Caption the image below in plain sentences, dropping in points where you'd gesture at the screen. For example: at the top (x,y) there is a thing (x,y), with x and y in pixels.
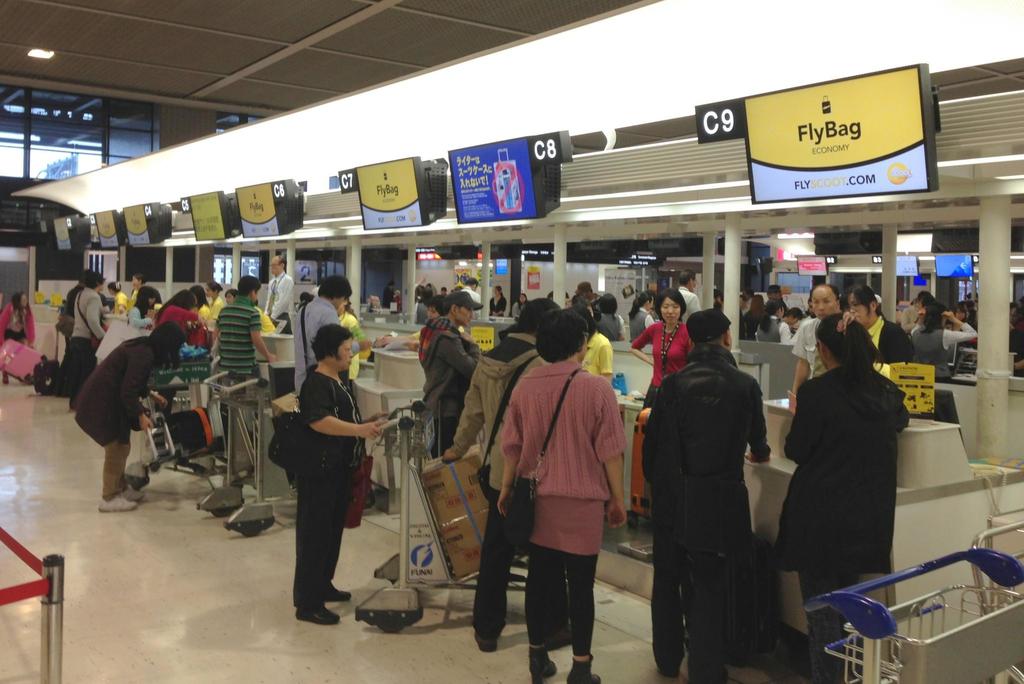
In this image we can see many people (314,330). And we can see luggage carts (882,582) and luggage (199,355). There are boards (487,174) with text (475,180) and numbers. And there are lights (185,183). Also there are pillars (728,262).
